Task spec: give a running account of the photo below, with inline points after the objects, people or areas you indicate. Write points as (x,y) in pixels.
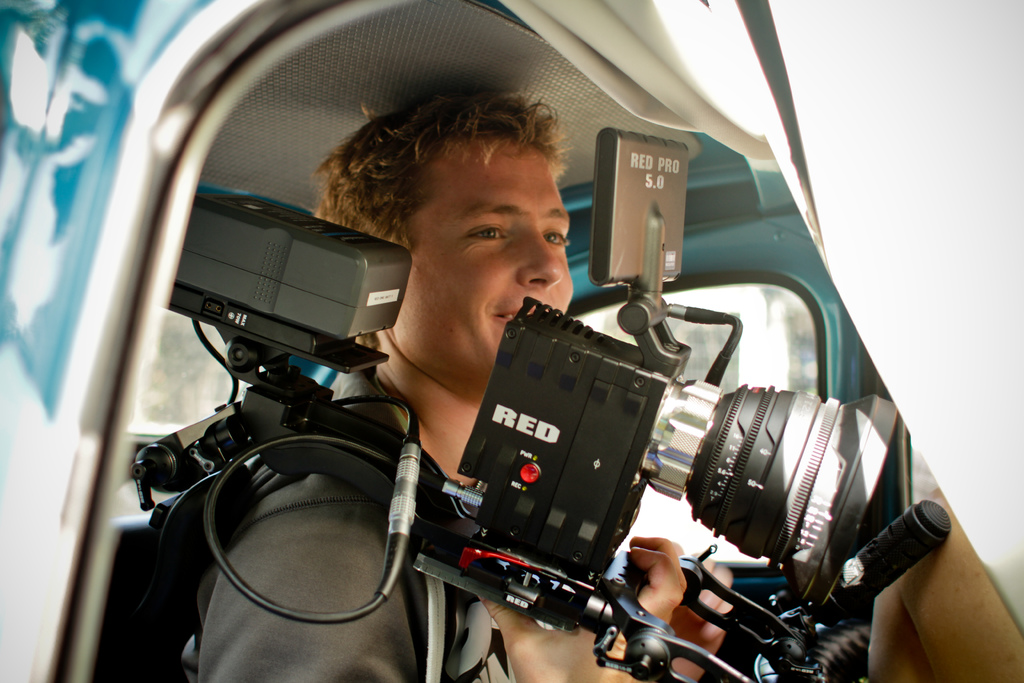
In this picture a man (415,395) is carrying a camera (666,317) and staring at the screen (611,217) of the camera (606,171).
